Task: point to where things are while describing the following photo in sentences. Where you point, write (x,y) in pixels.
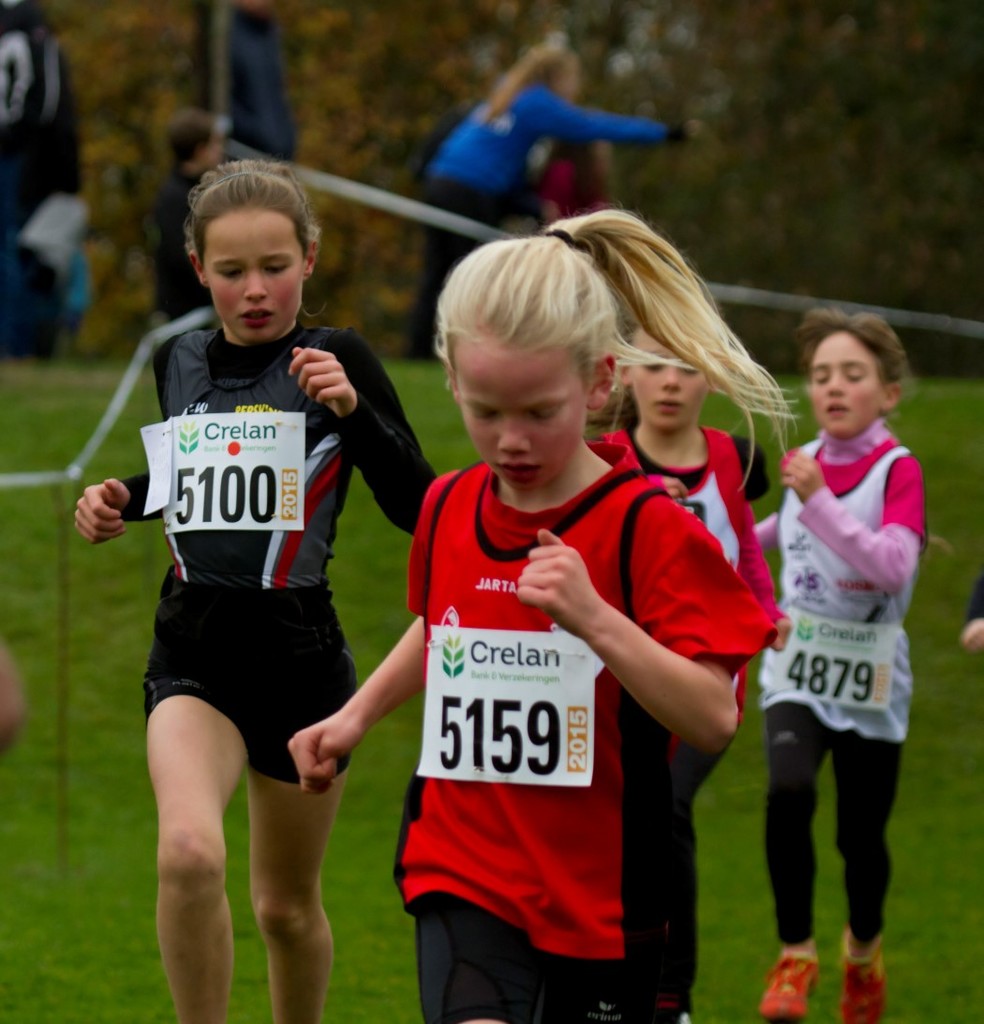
In this picture there are four small girl (624,674) wearing red and black color t-shirt (508,864) running in the grass ground (248,874). Behind there is a blur background (830,207).
